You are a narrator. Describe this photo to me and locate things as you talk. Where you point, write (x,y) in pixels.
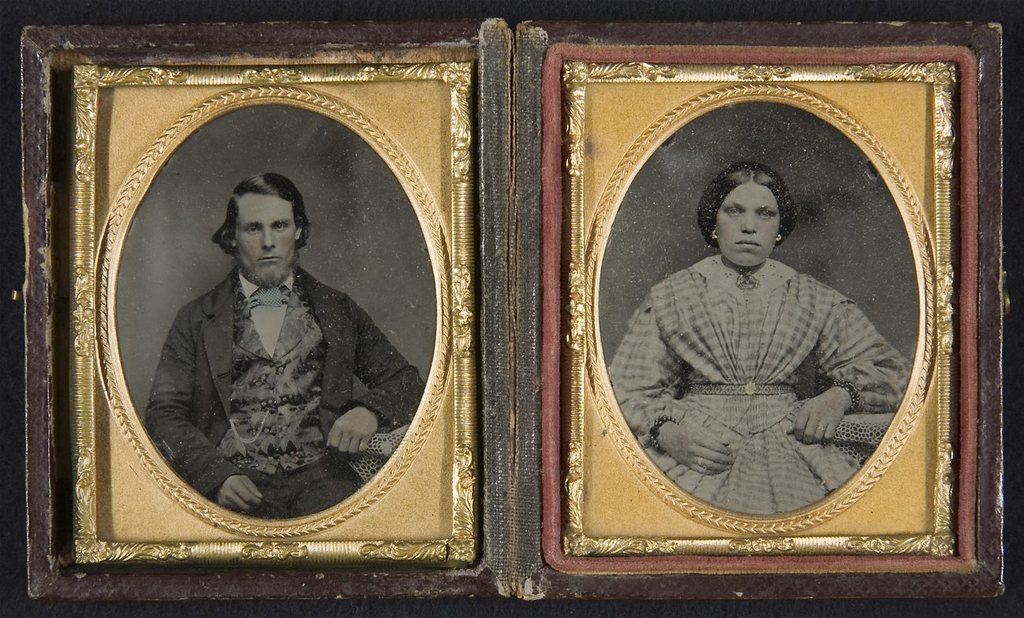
In this picture we can see the photo frames (456,369) on the surface (1018,55).
